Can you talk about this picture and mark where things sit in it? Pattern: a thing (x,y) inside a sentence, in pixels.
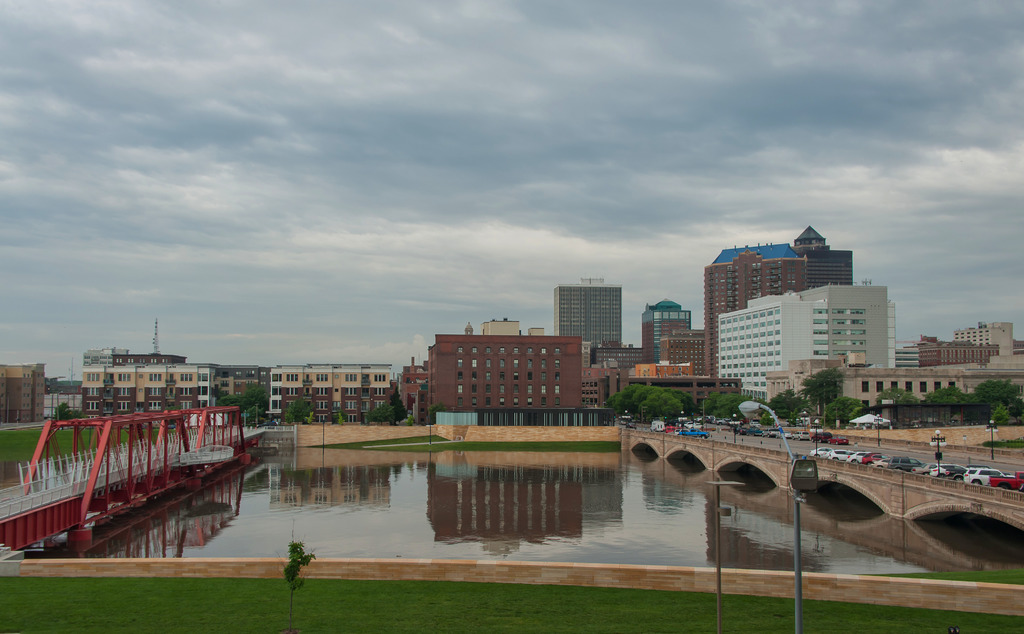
In this picture we can see a plant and a pole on the grass (156,606). A street light (807,475) is visible on the right side (796,566). There is water (782,558). We can see a few vehicles (974,471) and street lights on the right side (958,466). There are some buildings (343,411) and trees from left to right. Sky (518,20) is cloudy.
